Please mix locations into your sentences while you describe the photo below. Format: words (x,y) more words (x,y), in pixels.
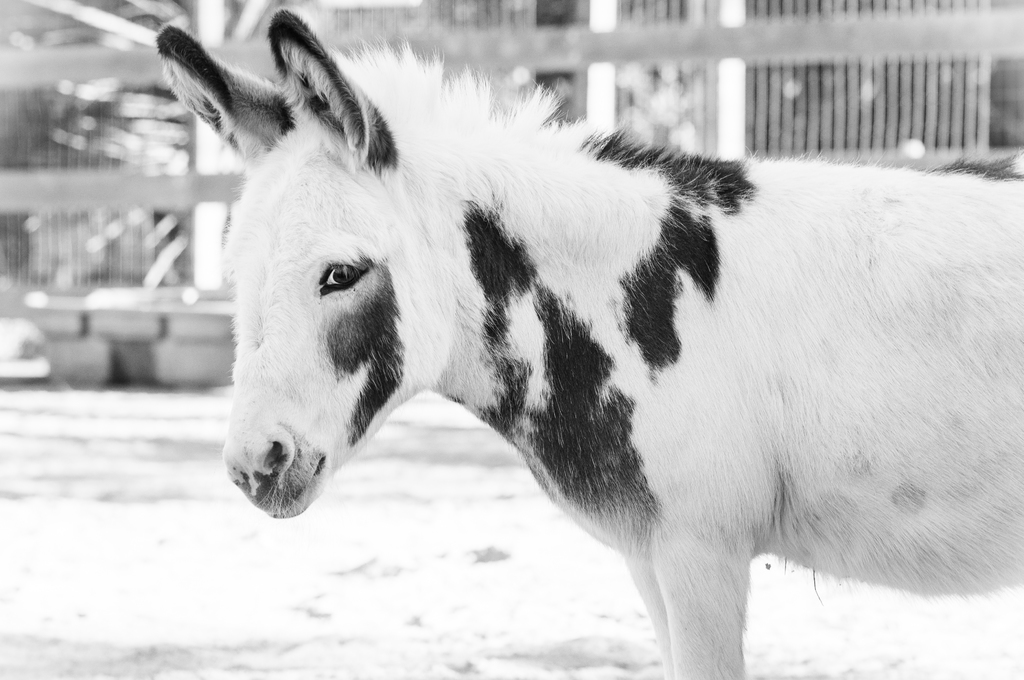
This is a black and white pic. We can see an animal (510,265). In the background (477,45) the image is blur but we can see plants (160,157) and other objects (196,356).
